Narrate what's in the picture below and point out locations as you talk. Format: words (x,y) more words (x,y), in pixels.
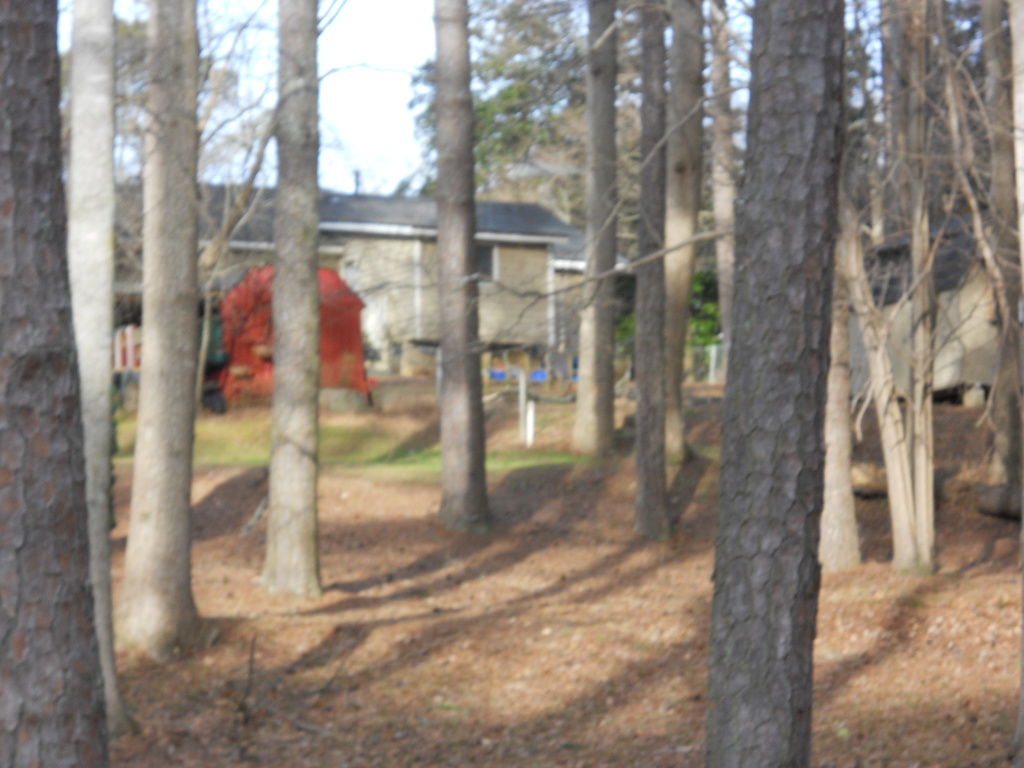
This is an outside view. In the foreground (96,604), I can see some trees (53,474) on the ground (530,667). In the background (538,249) there is a building (428,279). On the right side (950,346), I can see a wall (954,318). On the top of the image (379,64) I can see the sky (366,103).
